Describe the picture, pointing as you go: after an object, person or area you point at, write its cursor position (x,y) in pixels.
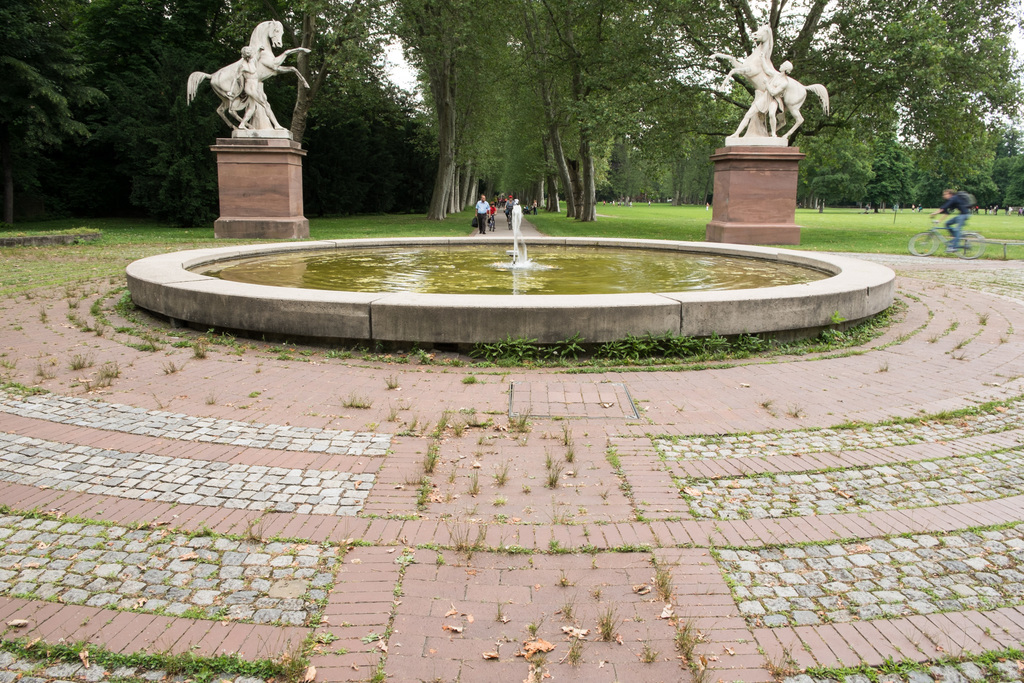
At the bottom of the picture (522,545), we see the grass (682,632), dry leaves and the pavement (294,371). In the middle of the picture (423,270), we see the water fountain (506,303). Behind them, we see people (479,225) are walking. On either side of them, we see the pillars (749,181) on which the statues (774,121) of the horse (757,54) and the men (265,113) are placed. On the right side (962,195), we see the man (962,206) is riding the bicycle (979,240). There are trees (545,100) and people (483,206) in the background (307,58). This picture might be clicked in the park (731,177).
